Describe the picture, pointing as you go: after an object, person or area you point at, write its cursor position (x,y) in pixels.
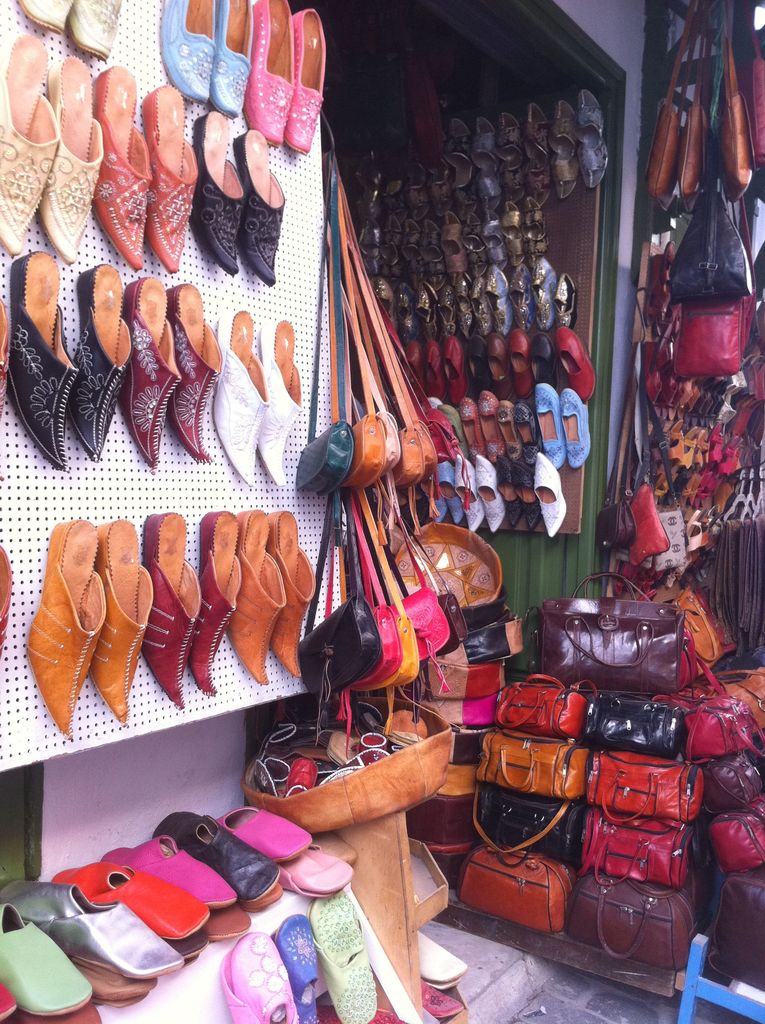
In this image, we can see a shop (585,608) contains bags (369,608) and some footwear (472,442).
